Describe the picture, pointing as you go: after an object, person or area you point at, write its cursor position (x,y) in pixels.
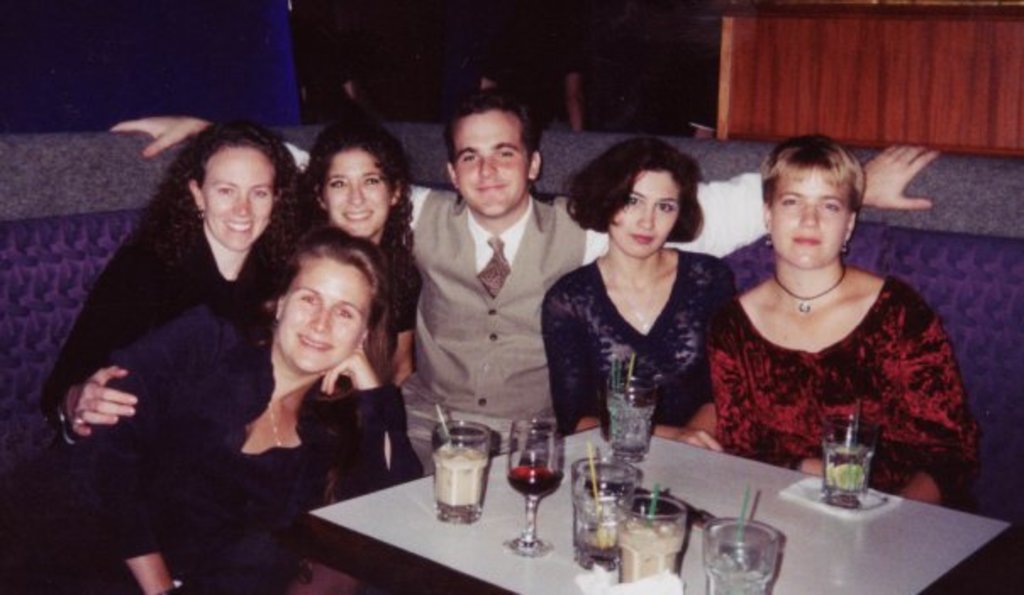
In the picture we can see a sofa (55,152) which is blue in color on it, we can see 5 girls (393,438) and a man (428,430) sitting on it and they are smiling and in front of them, we can see a table (579,451) with some glasses (450,445) of wine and straws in it, and behind it we can see a wooden wall (938,114) and beside it we can see a curtain (71,125) which is blue in color.
